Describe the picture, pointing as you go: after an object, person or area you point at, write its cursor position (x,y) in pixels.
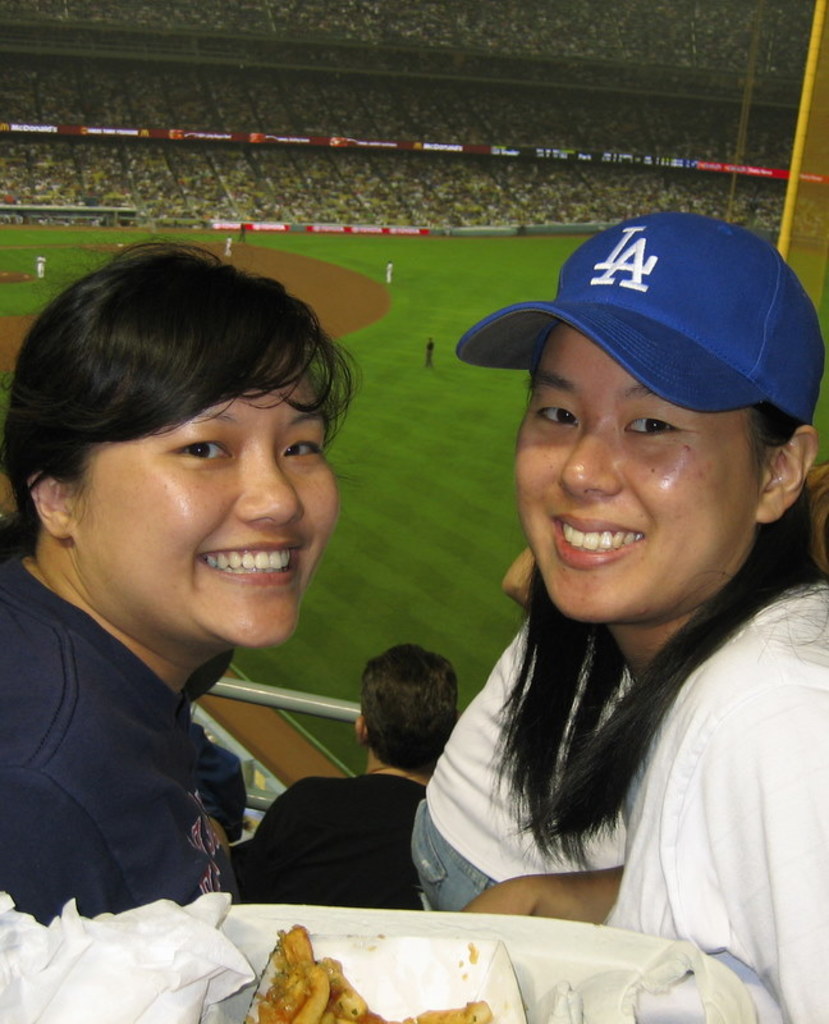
In this picture there are two girls (677,807) sitting in the front (623,574), smiling and giving a pose to the camera. Behind there is a baseball stadium (414,272) and many audience (331,188) are sitting on the chairs (252,185).
